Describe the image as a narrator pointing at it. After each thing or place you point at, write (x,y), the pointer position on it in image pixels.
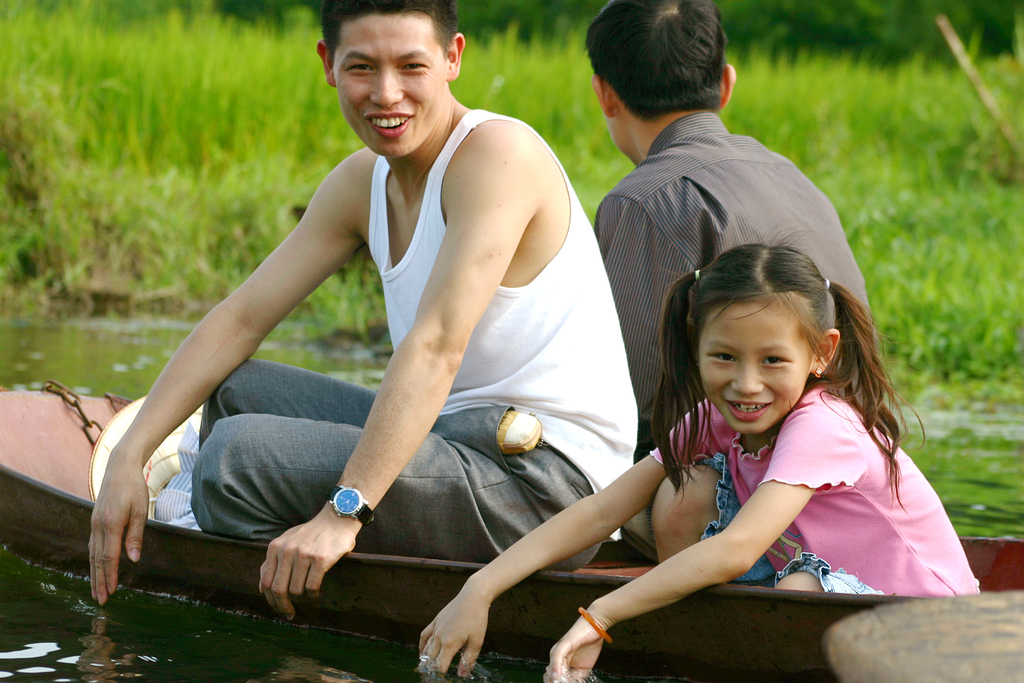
In this image we can see three persons (418,323) sitting on a boat (381,582). And the boat (245,606) is on water (211,648). In the back (94,117) there is grass (878,178). One person (389,388) is wearing watch (346,500).
